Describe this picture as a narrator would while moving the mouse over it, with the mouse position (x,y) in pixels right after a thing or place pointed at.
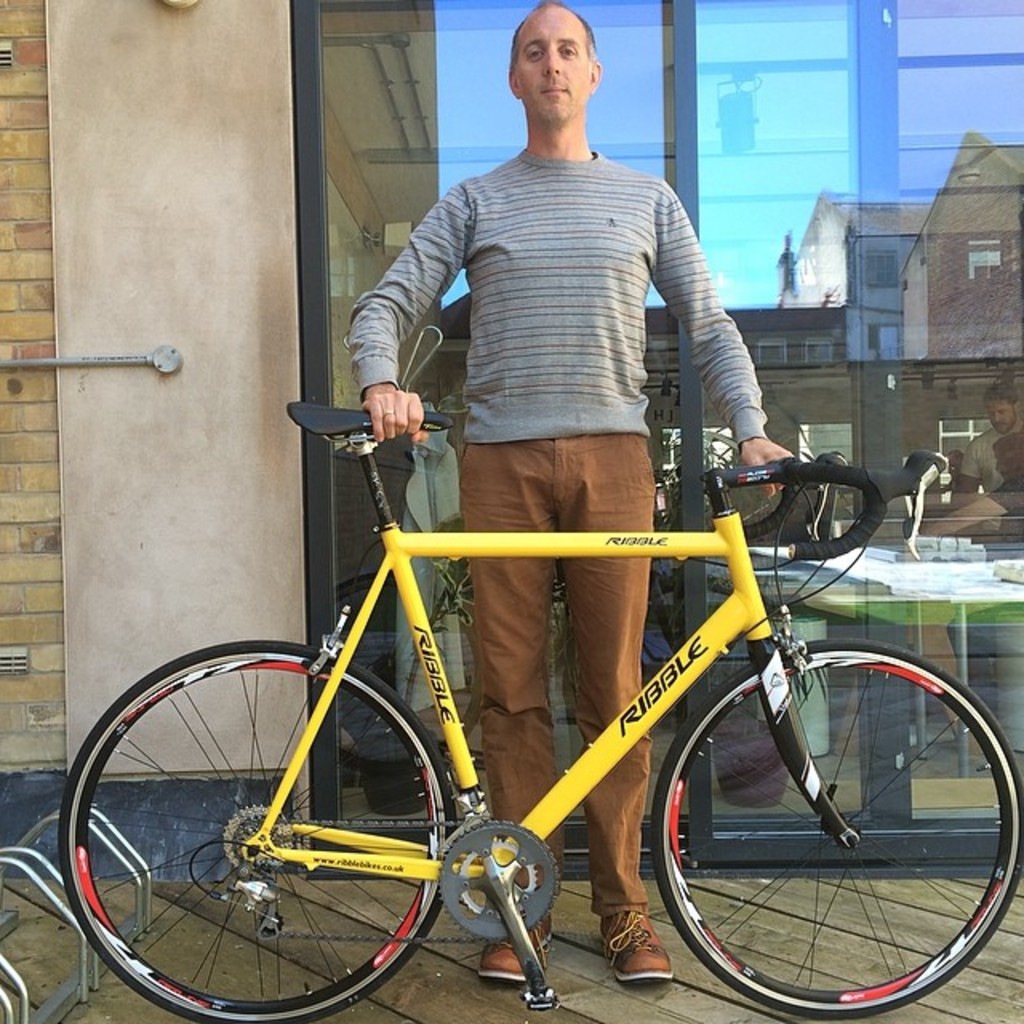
In this image, we can see a man (579,517) holding a yellow color bicycle (477,543), in the background (891,216) there is a glass door (779,99) and there is a wall (127,497).
